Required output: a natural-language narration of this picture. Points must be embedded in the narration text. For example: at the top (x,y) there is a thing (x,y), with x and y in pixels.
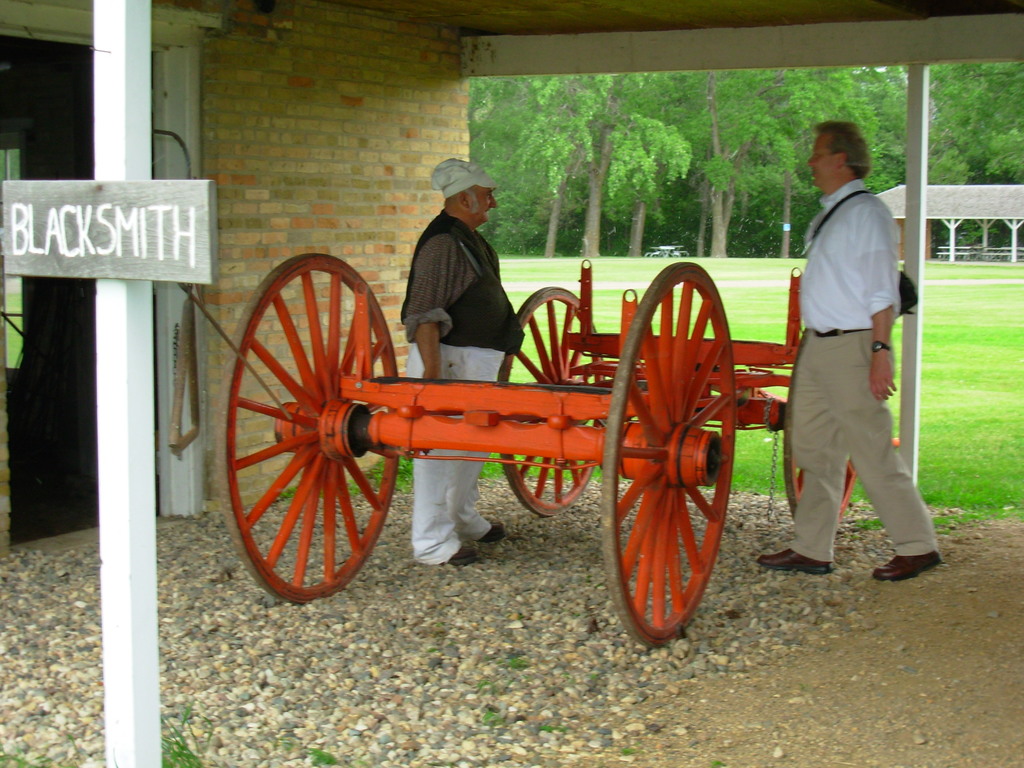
In this picture we can see a wagon (606,347) and two people (477,530) standing. We can see some grass (638,261) and stones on the ground (417,737). There is a text (49,242) visible on a board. We can see a brick wall (361,216), trees (675,198), an object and a shed (898,201) in the background (947,233).
